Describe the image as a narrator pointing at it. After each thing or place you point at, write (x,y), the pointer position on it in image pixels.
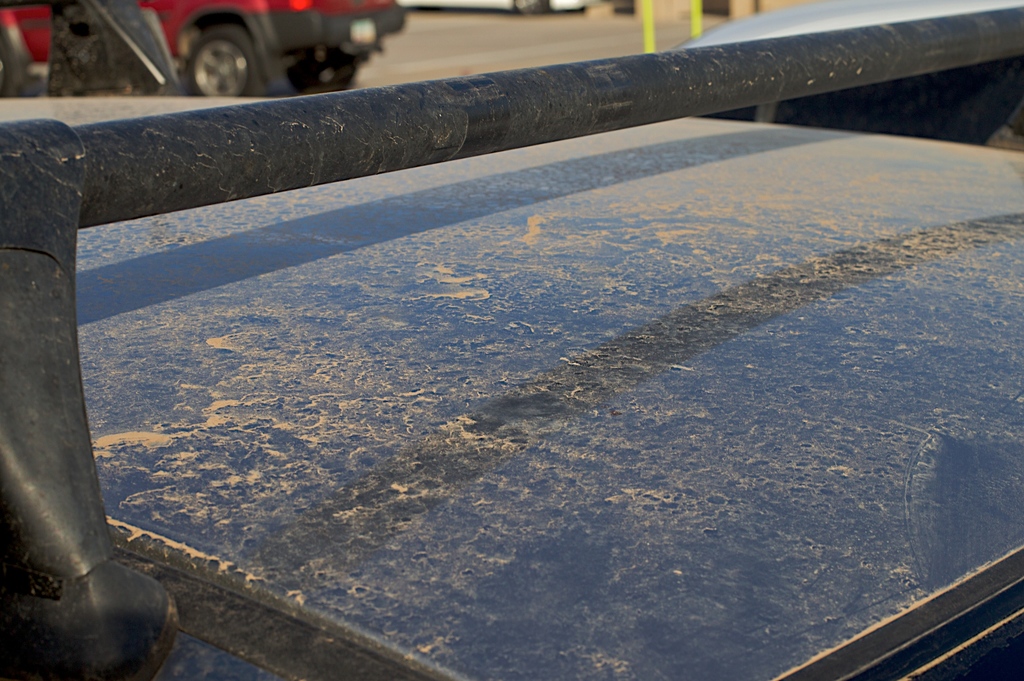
At the bottom of the image (287,526) we can see the top (989,629) of a car (662,224). In the background (235,46) there is another car (370,33) which is parked on the road (447,48).
